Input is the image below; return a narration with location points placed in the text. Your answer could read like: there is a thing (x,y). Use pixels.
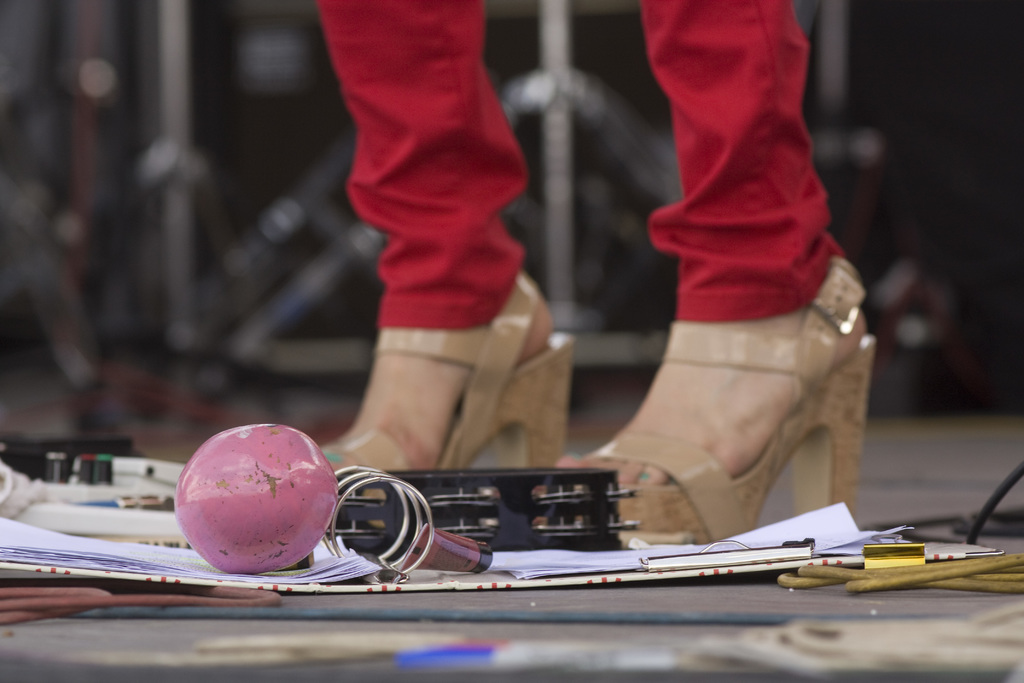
In this image I can see the ground (658,608), a file (584,578), few papers (534,570) in the file (566,576) and a pink colored object (243,523) on the file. I can see a person (443,189) wearing red colored pant (440,156) and brown colored footwear (713,483) is standing. I can see the blurry background (36,137).
